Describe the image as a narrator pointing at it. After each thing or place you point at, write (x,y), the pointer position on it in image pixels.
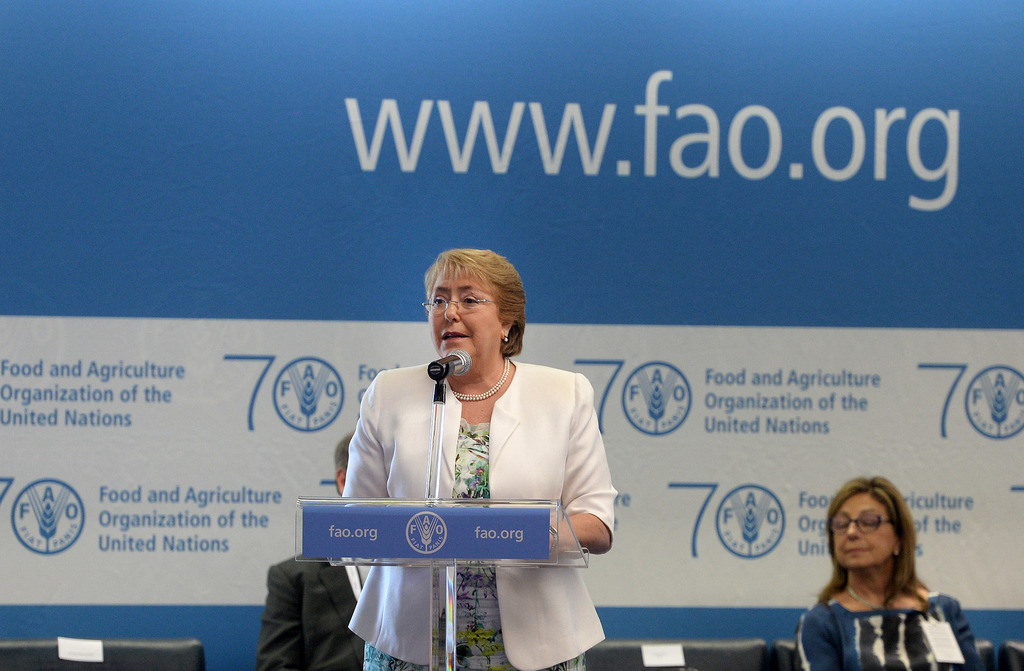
In this image we can see three persons (608,518), among them two persons (850,608) are sitting on the chairs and one person (516,489) is standing in front of the podium (519,503), on the podium (522,517), we can see a mic (453,374), there are some chairs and in the background (569,151) we can see a poster (117,488) with some text (117,516).
